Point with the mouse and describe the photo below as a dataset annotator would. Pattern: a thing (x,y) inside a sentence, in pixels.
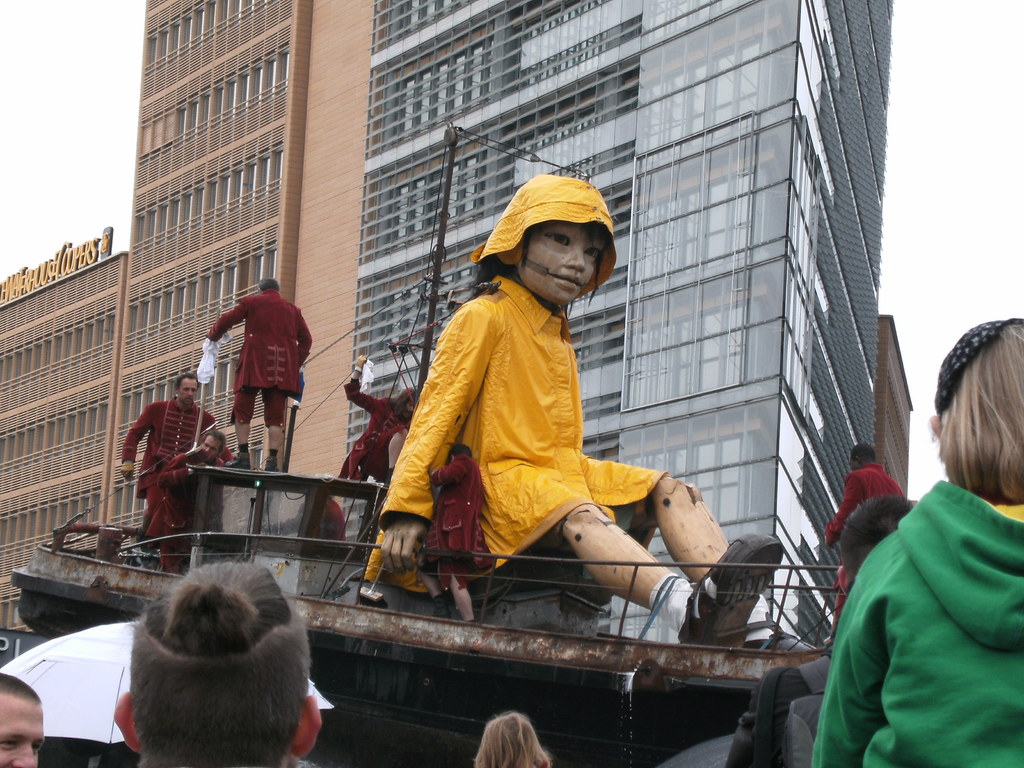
In the picture I can see these people (153,417) wearing maroon color dresses (368,472) are standing in the ship (113,575) and here I can see mannequin (437,440) wearing yellow color dress (644,469) and we can see these people (893,665) standing here, I can see white color umbrella (54,729) and in the background (41,412), I can see tower buildings (257,171) and the sky (11,262).
